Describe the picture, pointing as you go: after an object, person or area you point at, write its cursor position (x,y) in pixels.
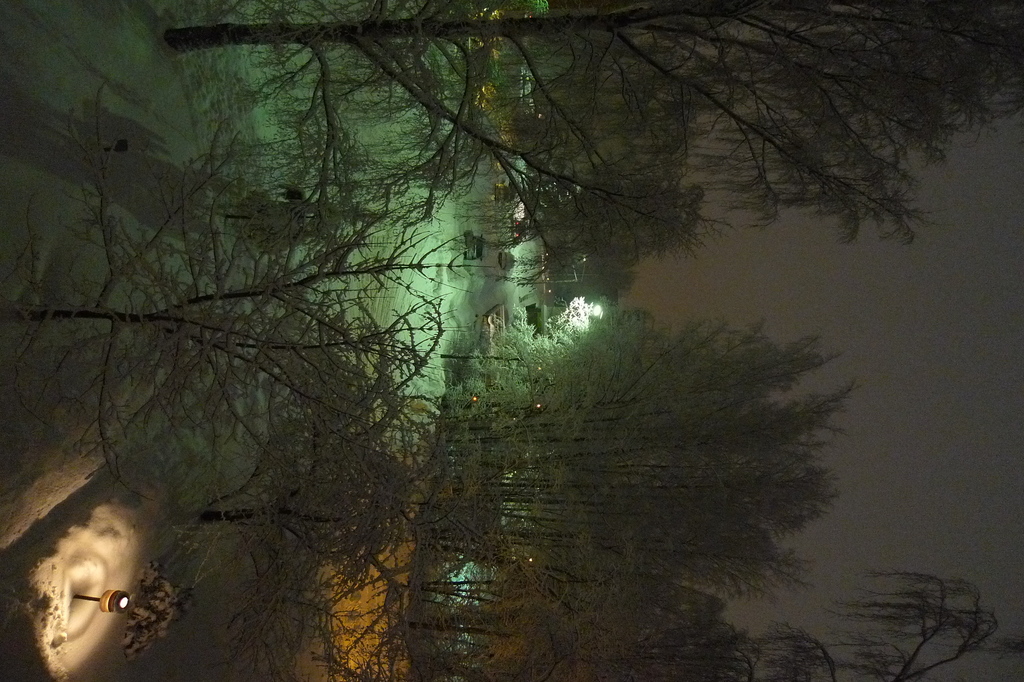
In this picture we can see some vehicles (523,229) are on the snow (434,379), around we can see some trees (575,372), houses (539,312).
